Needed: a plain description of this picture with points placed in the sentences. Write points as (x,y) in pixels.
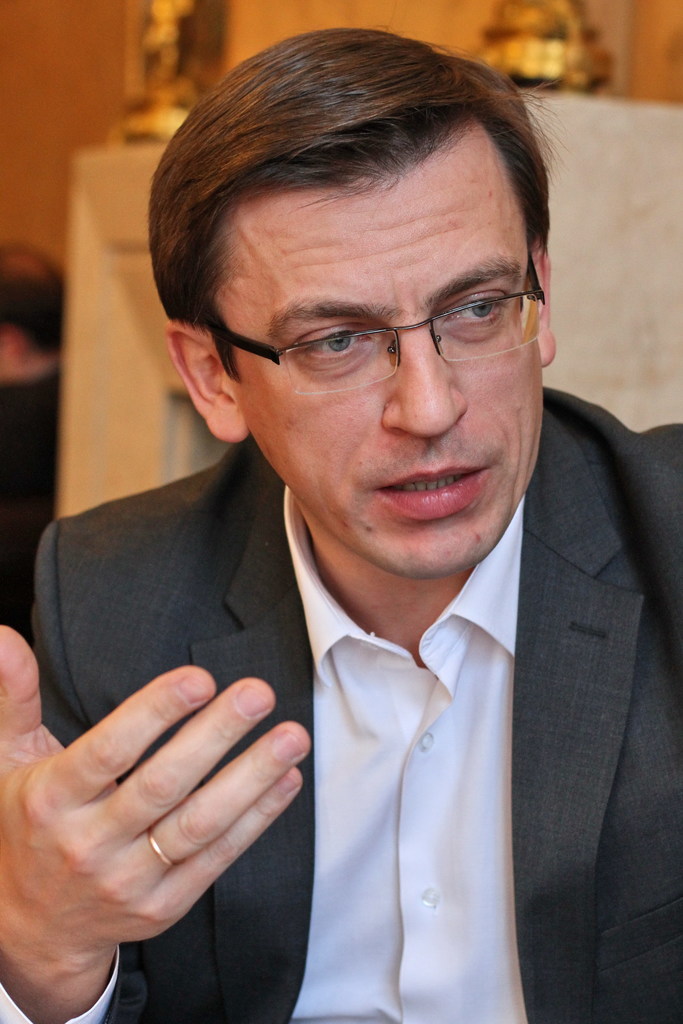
In this picture we can see a man (476,340) wearing spectacles (391,347), white shirt (427,764) and a blazer (294,699).
